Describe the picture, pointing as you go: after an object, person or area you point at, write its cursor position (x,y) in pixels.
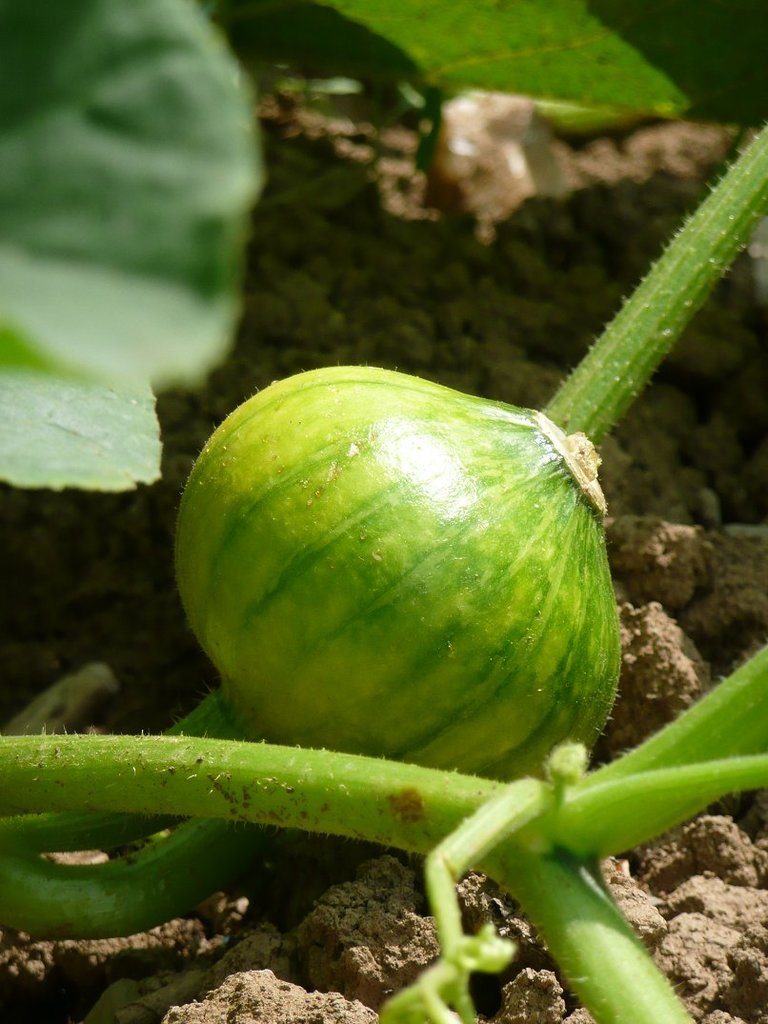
In this image I can see a vegetable (341,544) which is in green color attached to a stem (185,750). At the bottom of the image (228,980) I can see mud (320,922). On the top of the image (479,40) there are two leaves (70,138) visible.
